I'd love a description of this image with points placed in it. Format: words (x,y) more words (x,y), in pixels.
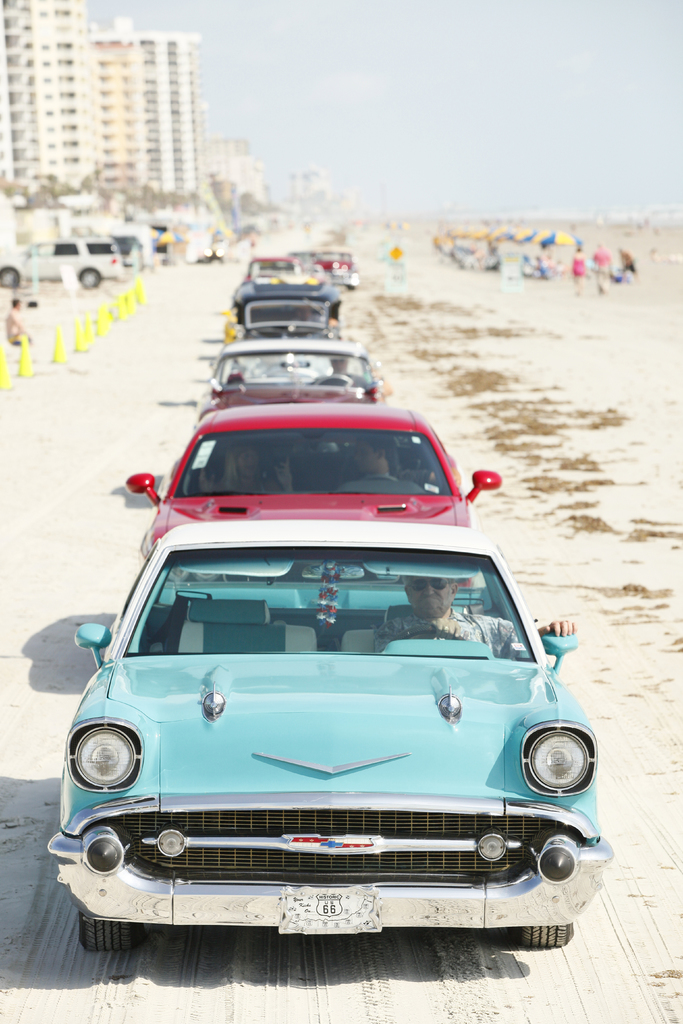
In the middle of the picture (327,401) we can see many cars (320,321). On the left (109,297) there are people (11,318) and sand (14,407). On the right (595,297) there are people (582,290), umbrella (569,241), sand (587,305) and it is looking like a beach (663,285). At the top left corner (126,123) there are buildings (180,178) and trees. At the top (426,56) it is sky (481,105).
